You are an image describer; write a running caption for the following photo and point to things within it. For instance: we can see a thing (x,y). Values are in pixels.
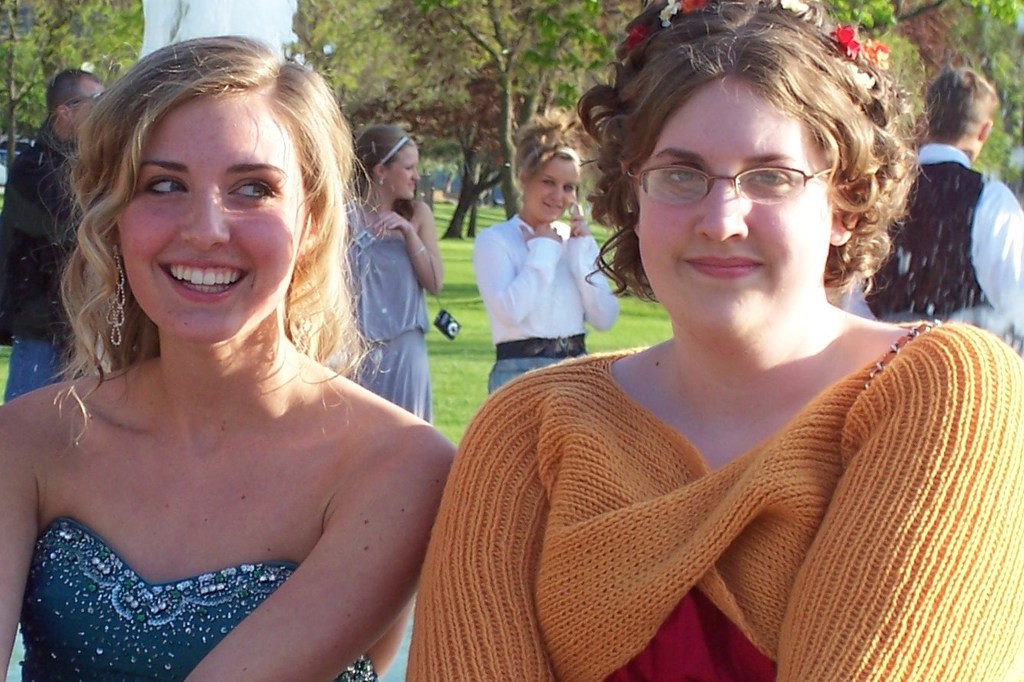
Front these two people (284,437) are smiling. This woman (854,354) wore spectacles (803,183). Background (453,288) we can see grass (440,332), people (973,235) and trees (87,7). Near this person (412,285) there is a camera (458,324).
